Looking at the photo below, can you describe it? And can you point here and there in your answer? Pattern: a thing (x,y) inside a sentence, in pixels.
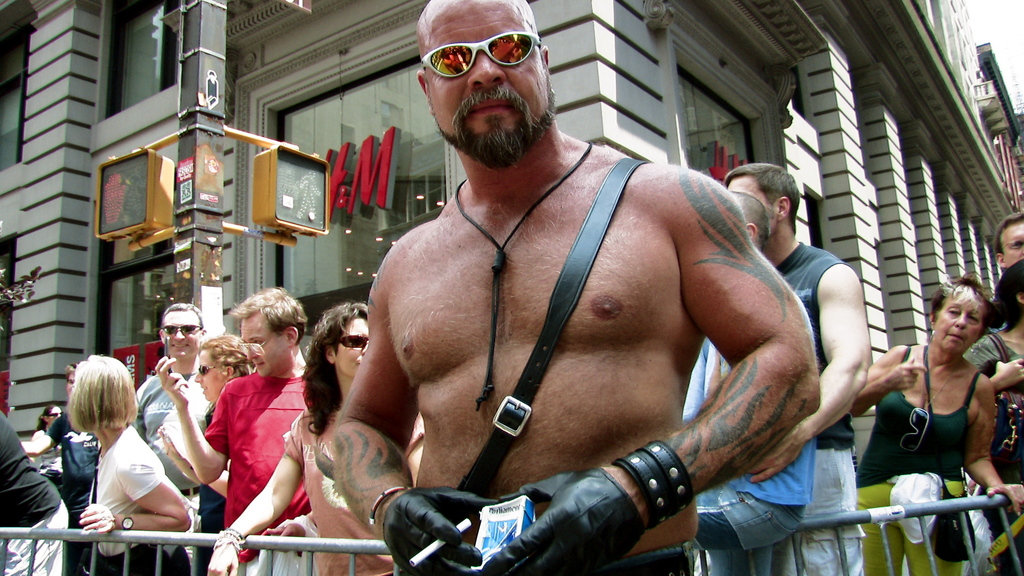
In this image I can see a person (502,436) wearing black colored dress (485,494) is standing and holding few objects (496,512) in his hands (541,491). I can see the railing (215,541) and few persons (270,454) standing behind him. In the background (938,144) I can see a building (874,76), a pole (202,36), few boards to the pole (193,165) and the sky (1007,32).
